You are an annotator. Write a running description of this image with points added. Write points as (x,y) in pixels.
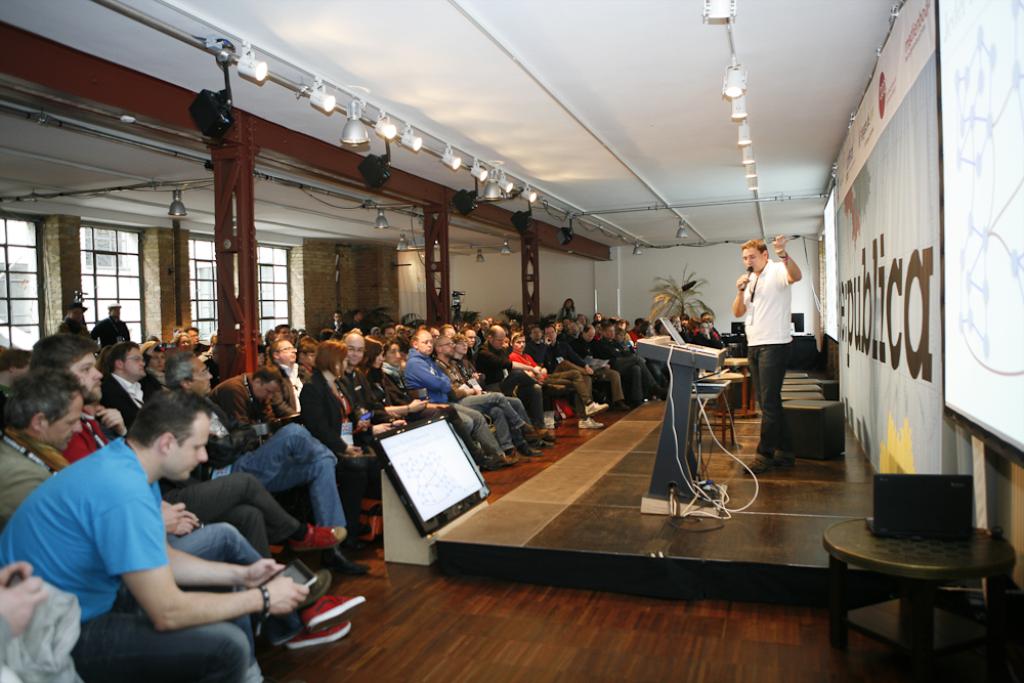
On the right (891,210) we can see chairs (823,409), podium (671,477), cables (682,467), laptop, banner (886,297), light (736,76), ceiling (745,63), table (891,555), person (769,402) and other objects (811,356). Towards left (224,523) we can see people (272,442), chairs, pillars (223,269), windows (126,306) and various object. At the top (348,122) there are focus lights (484,174), speakers (460,211), pipes (404,208) and ceiling (617,188). In the background (395,293) there are wall (570,286), house plant (657,297) and other objects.
